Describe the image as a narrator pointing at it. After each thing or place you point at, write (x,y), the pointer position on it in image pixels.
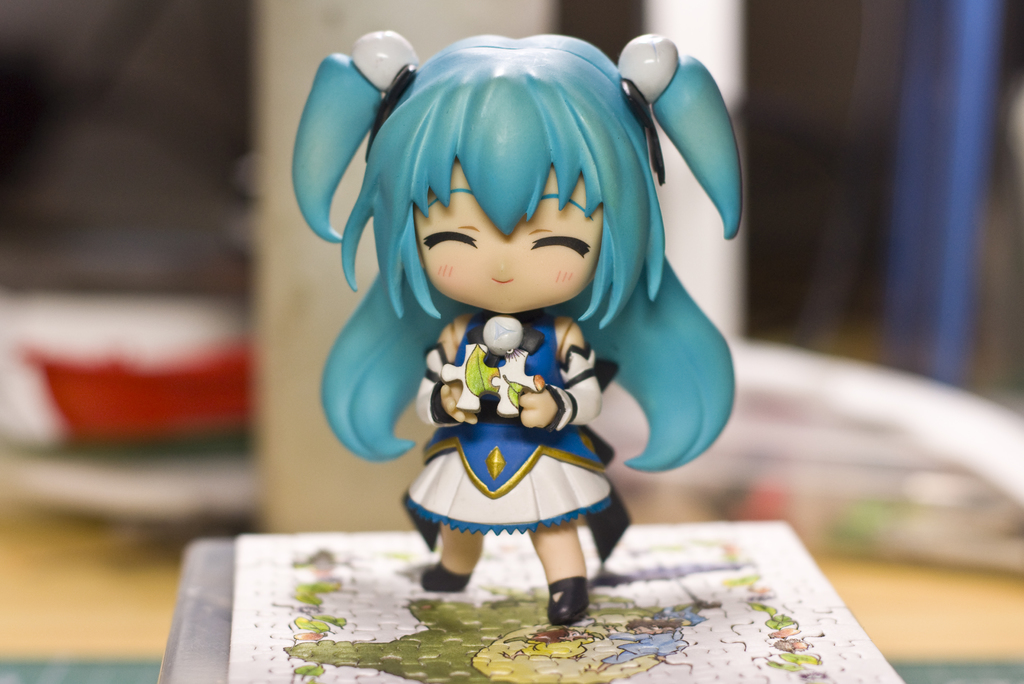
In this image there is a girl toy (493,269) standing on a jigsaw puzzle (448,626). The toy (510,460) is holding a jigsaw puzzle piece (481,379). Behind the toy (460,361) it is blurry.
